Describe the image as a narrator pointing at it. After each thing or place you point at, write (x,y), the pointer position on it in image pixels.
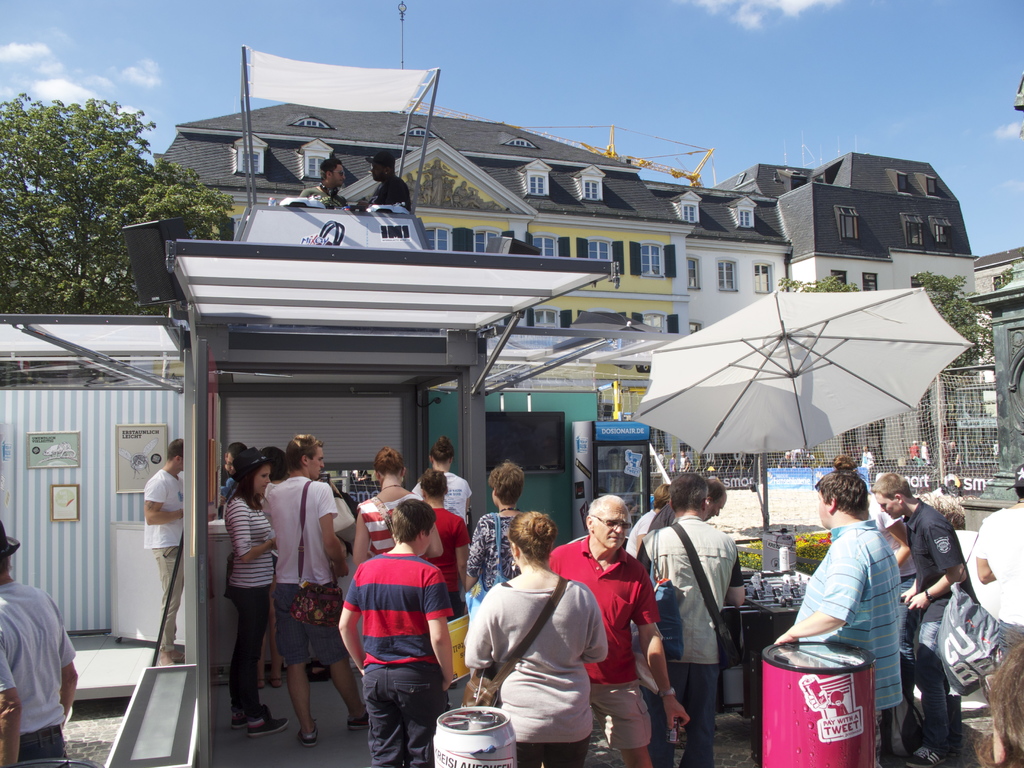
In this image there are group of persons (388,644) standing and walking. In the front (788,657) there are drums (799,650). In the center (609,486) there is a tent (776,399) which is white in colour and there is a table (751,652) and on the table (776,613) there objects (776,580) and there is a refrigerator (598,466) and in the background (912,266) there are buildings (628,300), there is a fence (865,452) and there is a tree (93,227) and the sky (678,62) is cloudy. On the top (325,85) there is a shelter (337,81) which is white in colour.
